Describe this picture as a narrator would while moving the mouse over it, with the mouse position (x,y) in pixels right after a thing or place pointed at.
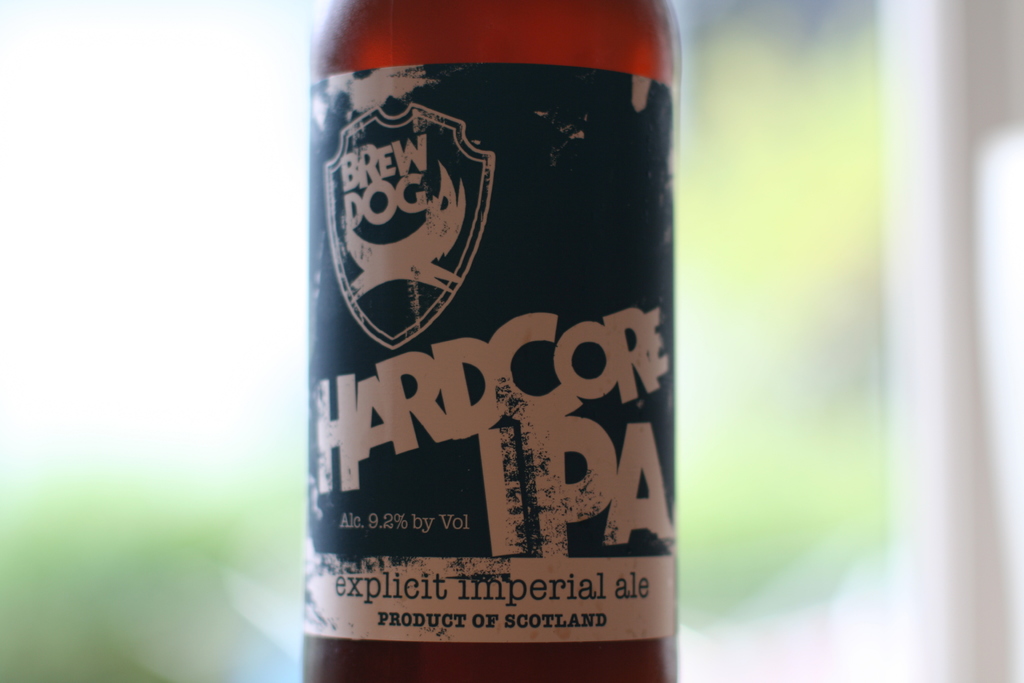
In this image there is a bottle (471,482) at the middle of image (501,315). On the bottle (516,475) there is label (527,498) having some text (535,516) on it. Background (799,642) is blurry.
